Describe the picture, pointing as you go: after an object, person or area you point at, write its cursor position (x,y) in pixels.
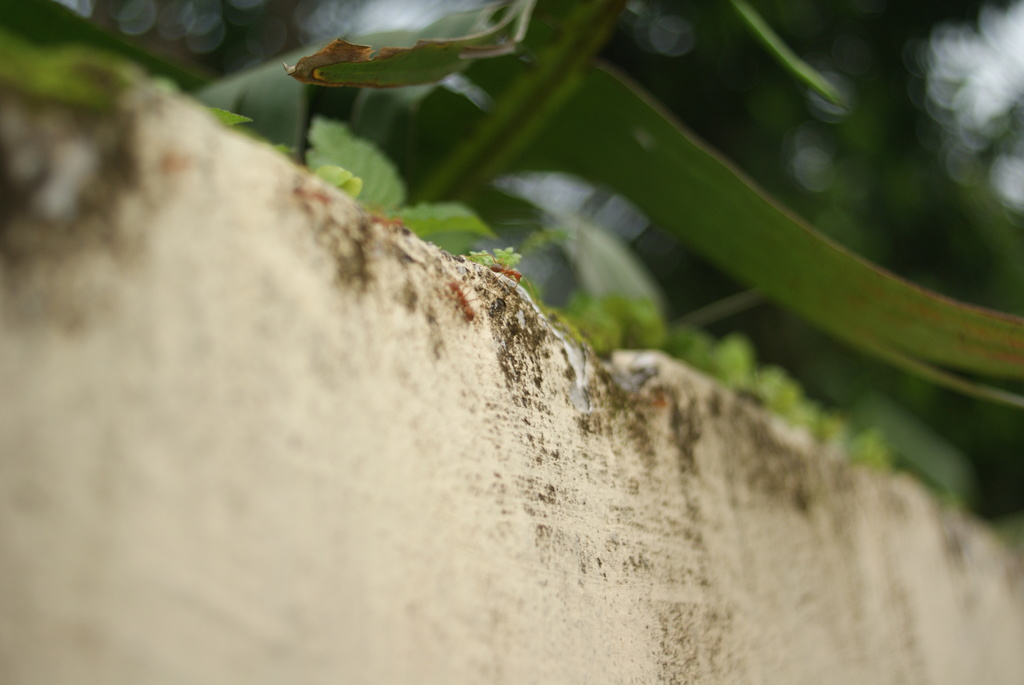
At the bottom of this image (555,543) I can see a wall (432,360). On this I can see few ants (455,290). On the top of the image (459,138) few leaves (571,115) are visible.
